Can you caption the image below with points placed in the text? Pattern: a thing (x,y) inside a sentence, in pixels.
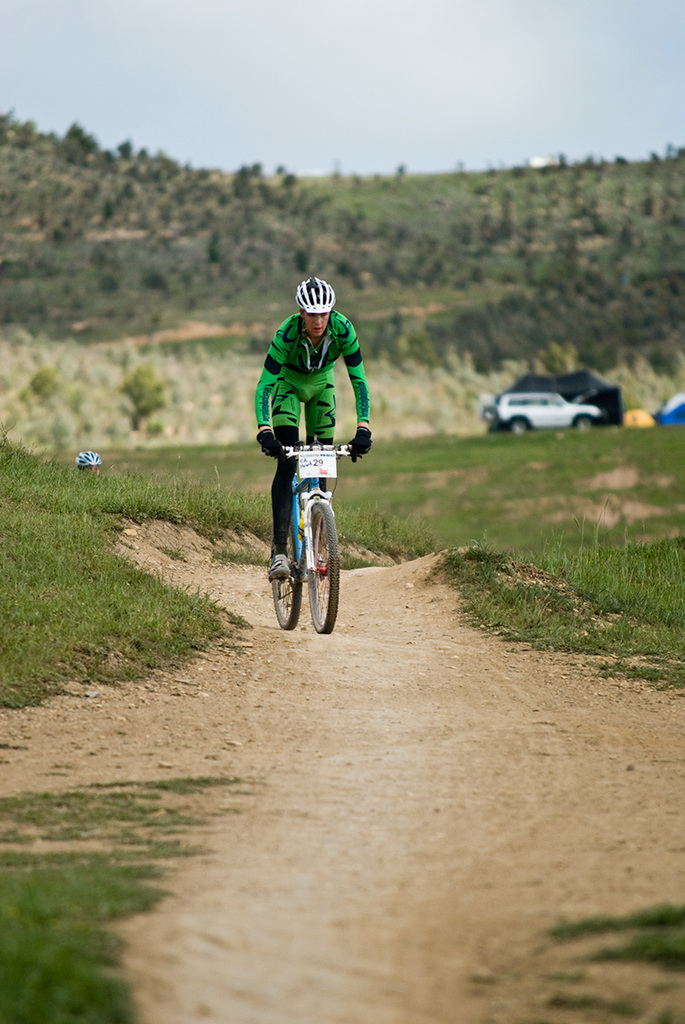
In this image in the center (326,379) there is one person (352,383) who is sitting on a cycle (297,491) and riding, and in the background (398,430) there are some vehicles (530,426), grass (451,471), trees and mountains (504,229). At the bottom (159,892) there is grass (119,1010) and sand (536,653).
